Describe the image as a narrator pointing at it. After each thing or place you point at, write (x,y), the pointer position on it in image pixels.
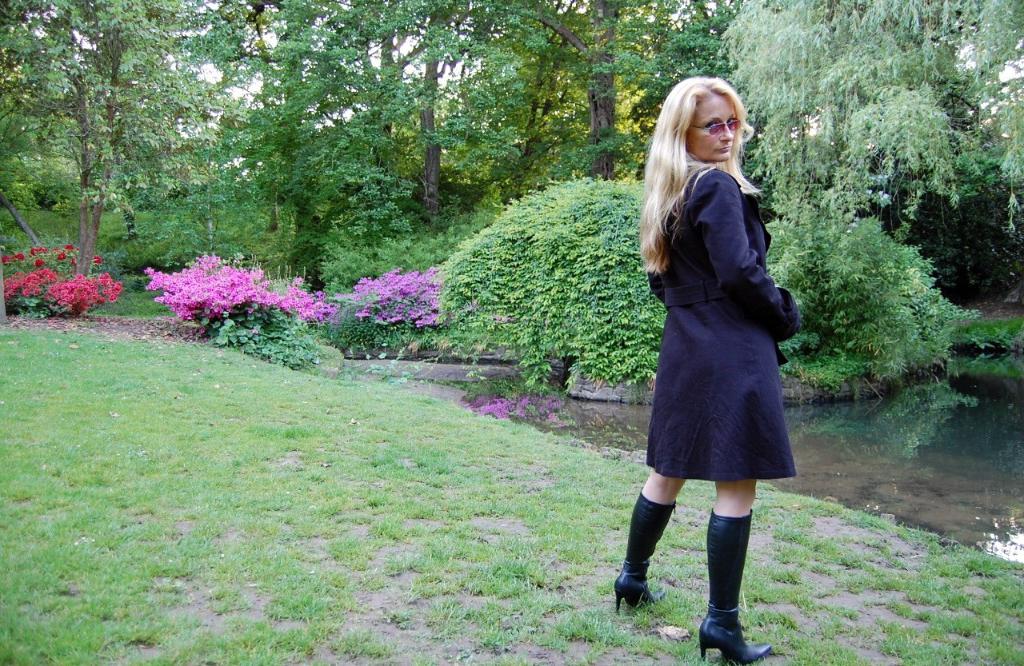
In this picture there is a woman (673,312) who is standing on the grass (691,551). In the background (972,138) I can see many trees (29,94), plants (561,241) and grass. On the left (96,300) I can see red and pink color flowers (201,301) on the plant (367,304). In the background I can see the sky (246,74). On the right (933,446) I can see the water (879,457).
